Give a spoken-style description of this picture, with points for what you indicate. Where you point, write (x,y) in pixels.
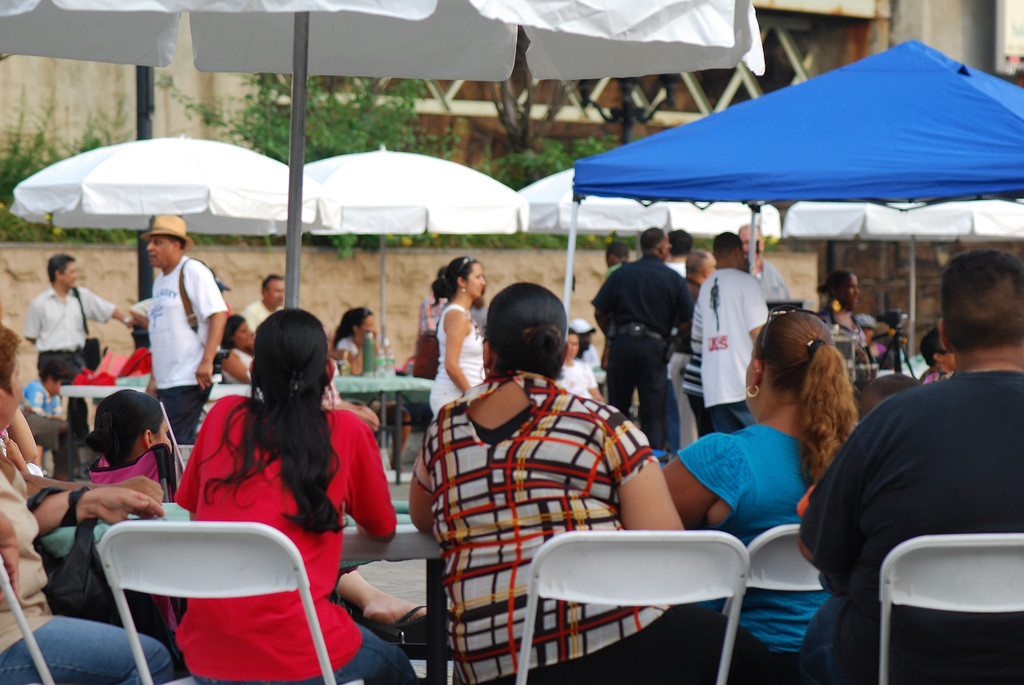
Here in this picture we can see front three ladies (604,466) are sitting in the chair (322,632). And some people (732,283) are standing. We can see a blue tent (704,157) and a white tent (396,195). There are some trees (367,132). There is a building (496,125) in the background (475,125).
